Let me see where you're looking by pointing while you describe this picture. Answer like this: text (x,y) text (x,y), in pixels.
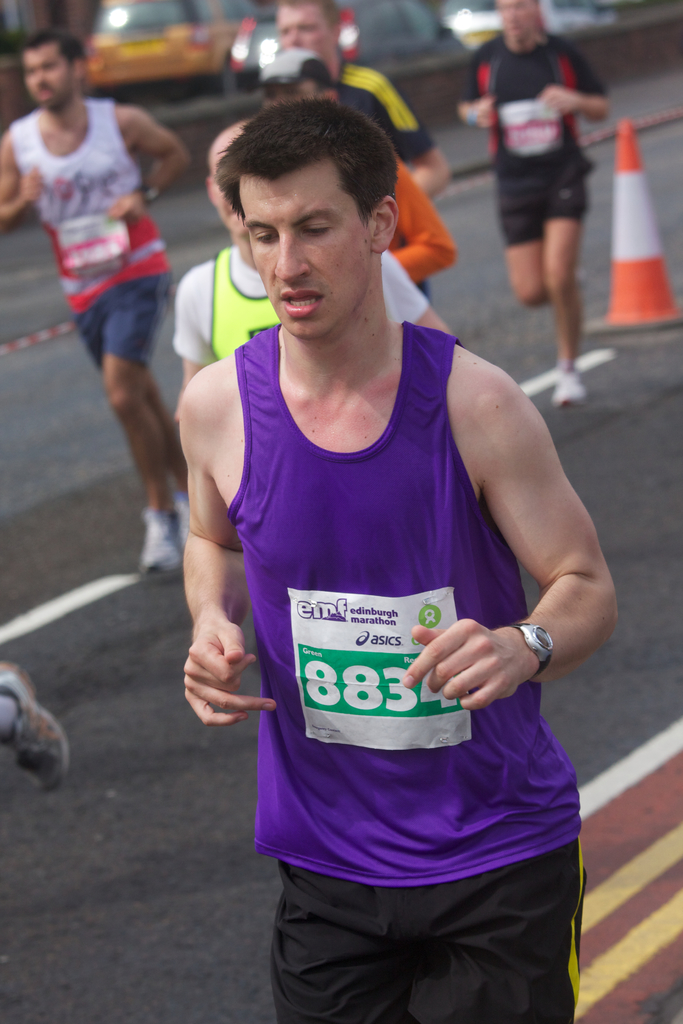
In this image there are persons (322,370) running and in the background (212,49) there are cars (248,45), there is a stand (633,279) which is red and white in colour and there is a wall (467,79).
